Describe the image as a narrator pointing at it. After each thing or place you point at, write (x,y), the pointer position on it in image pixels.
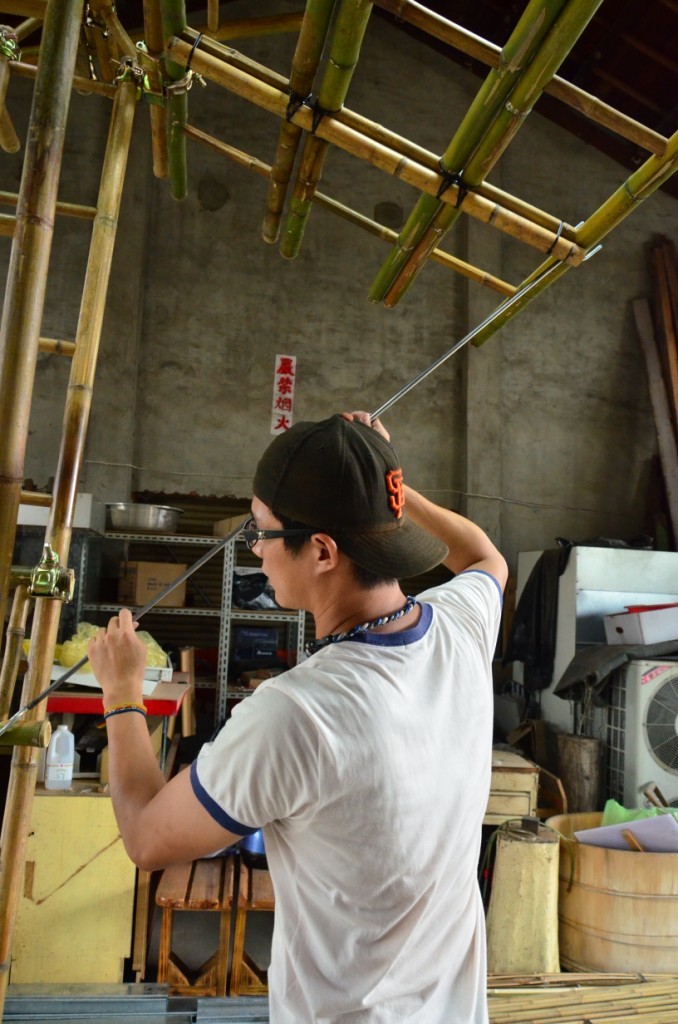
In this image I can see a man (222,768) is standing in the front (449,703), I can see he is wearing a black color cap (346,499), specs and white color t shirt (356,656). I can also see he is holding a black color thing (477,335). In the background (116,825) I can see number of stuffs (601,743), a bottle (65,761), few boxes (171,566) and a white color board (278,392) on the wall (330,314). I can also see number of wooden poles (17,400) on the left (50,251) and on the top side of this image (58,149).
